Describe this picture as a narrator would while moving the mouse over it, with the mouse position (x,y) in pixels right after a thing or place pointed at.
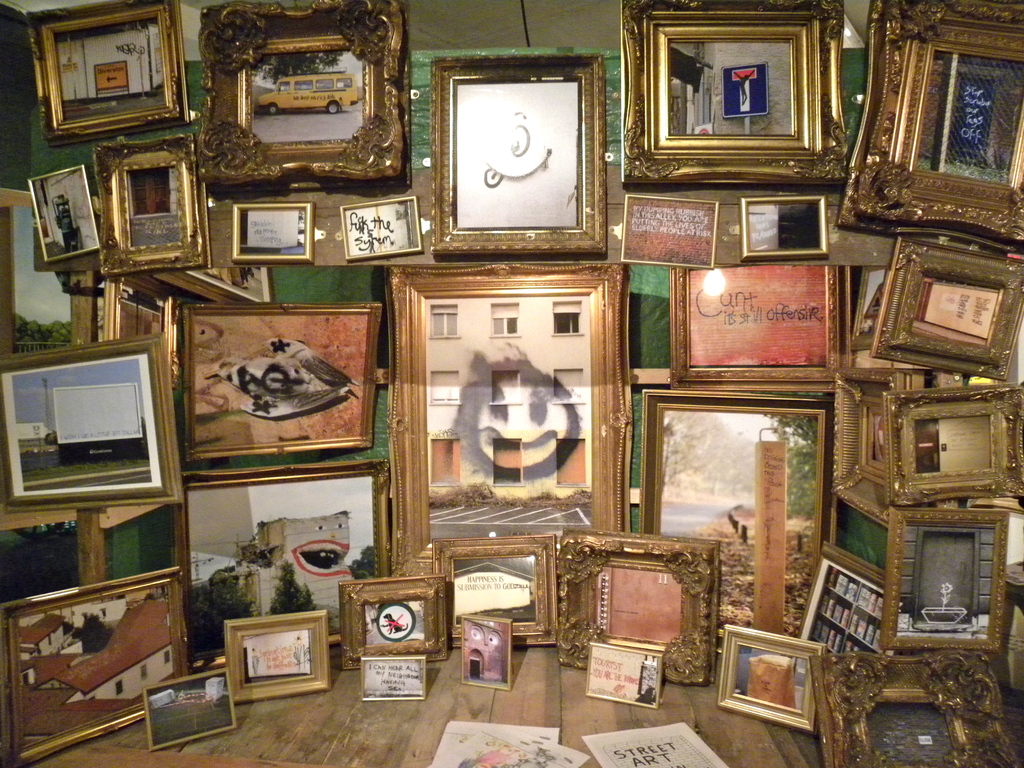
In the image there are a lot of photo frames (467,428) with different images (237,559).
